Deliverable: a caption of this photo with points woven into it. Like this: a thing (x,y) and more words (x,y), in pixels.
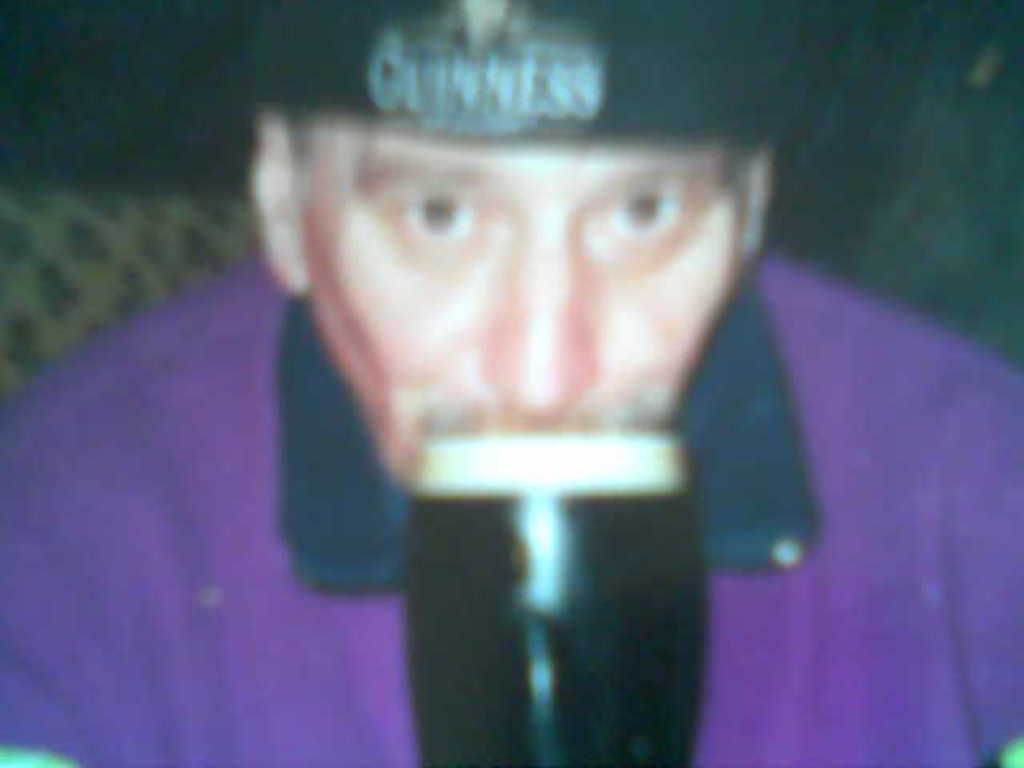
In this picture we can see a man (269,737) wore cap (575,40) and in front of him we can see an object (454,661) and in the background (250,101) it is dark.
